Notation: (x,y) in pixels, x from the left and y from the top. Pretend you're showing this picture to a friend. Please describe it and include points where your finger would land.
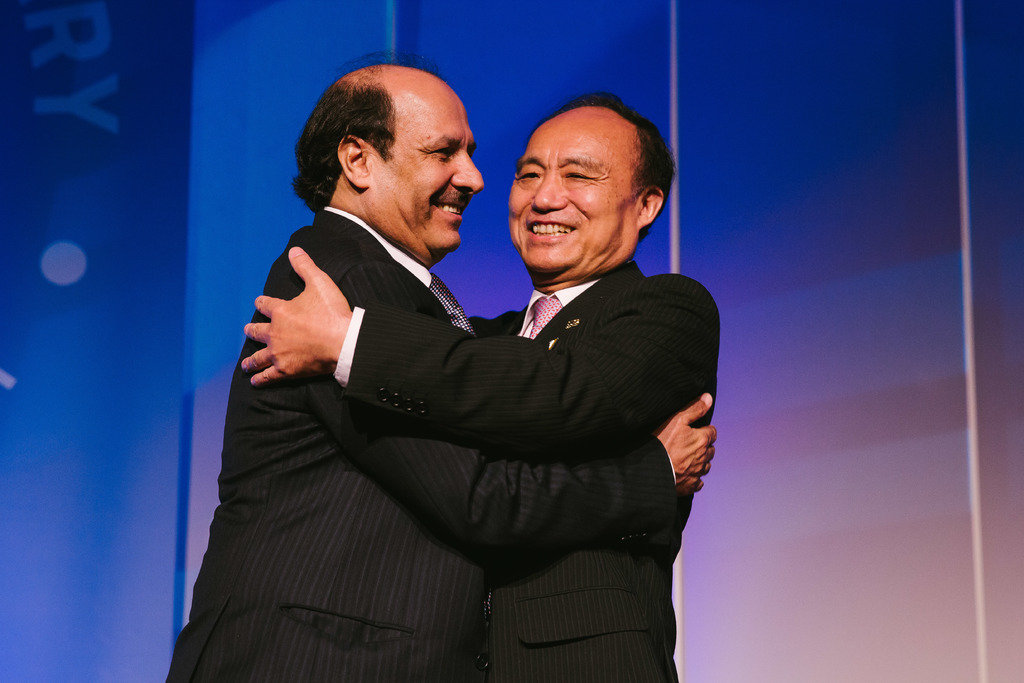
In this image we can see two men (452,415) hugging each other with blue background (333,21).
